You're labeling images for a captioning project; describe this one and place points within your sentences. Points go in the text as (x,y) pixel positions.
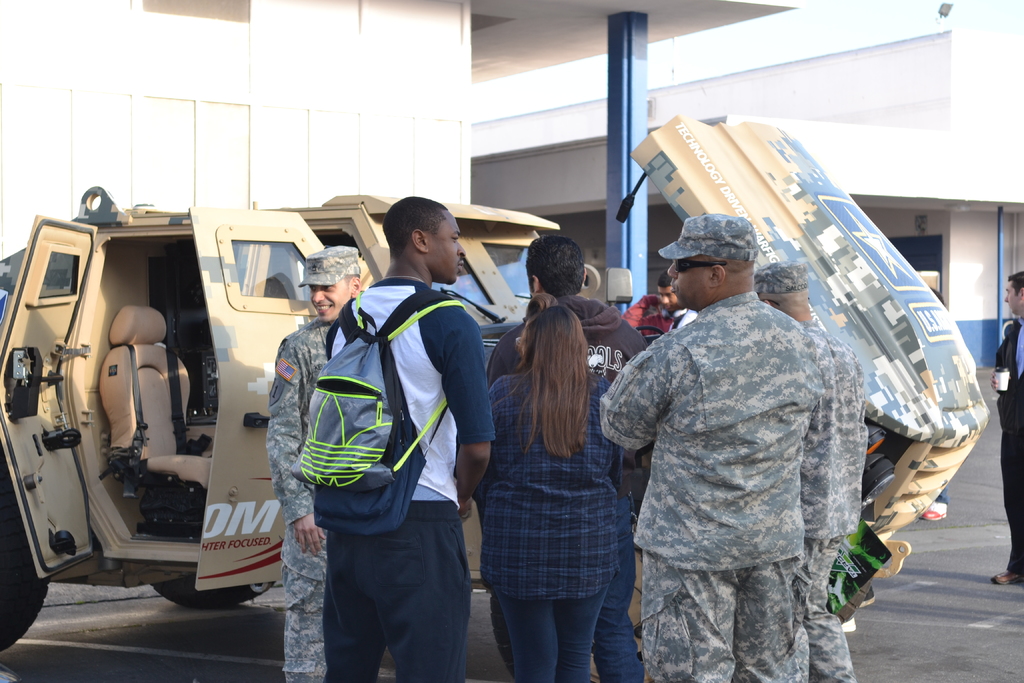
In this image I can see few persons (801,388) standing wearing uniform (744,506) and few other persons (528,423) standing. I can see one of them is wearing a bag (376,398). In the background (224,225) I can see a vehicle (209,315) which is brown in color on the road (158,607), few buildings (302,121), a pillar (639,83) which is blue in color and a person (1013,413) standing and holding an object (1008,378) in his hand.
